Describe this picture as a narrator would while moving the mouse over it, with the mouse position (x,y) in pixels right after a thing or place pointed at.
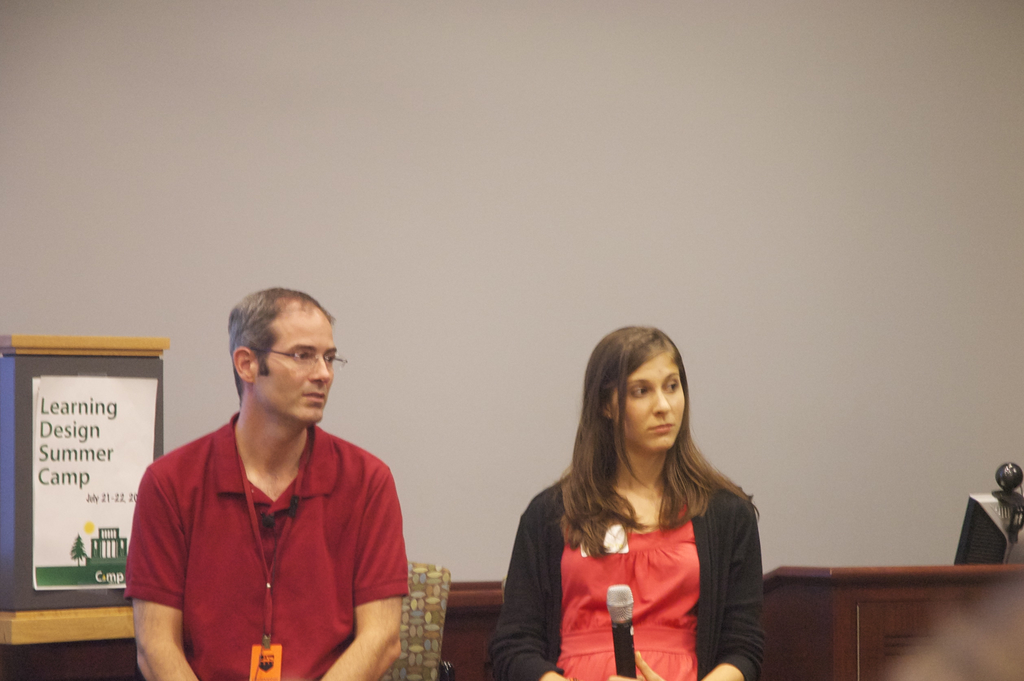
In this image there are two persons (615,566) sitting on a chair (412,637) and holding a microphone (628,615). And at the background (875,618) there is a table (985,590). on the table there is a system (966,544) and rectangular box (46,604). In the background (499,361) there is a grey color wall (590,297).
